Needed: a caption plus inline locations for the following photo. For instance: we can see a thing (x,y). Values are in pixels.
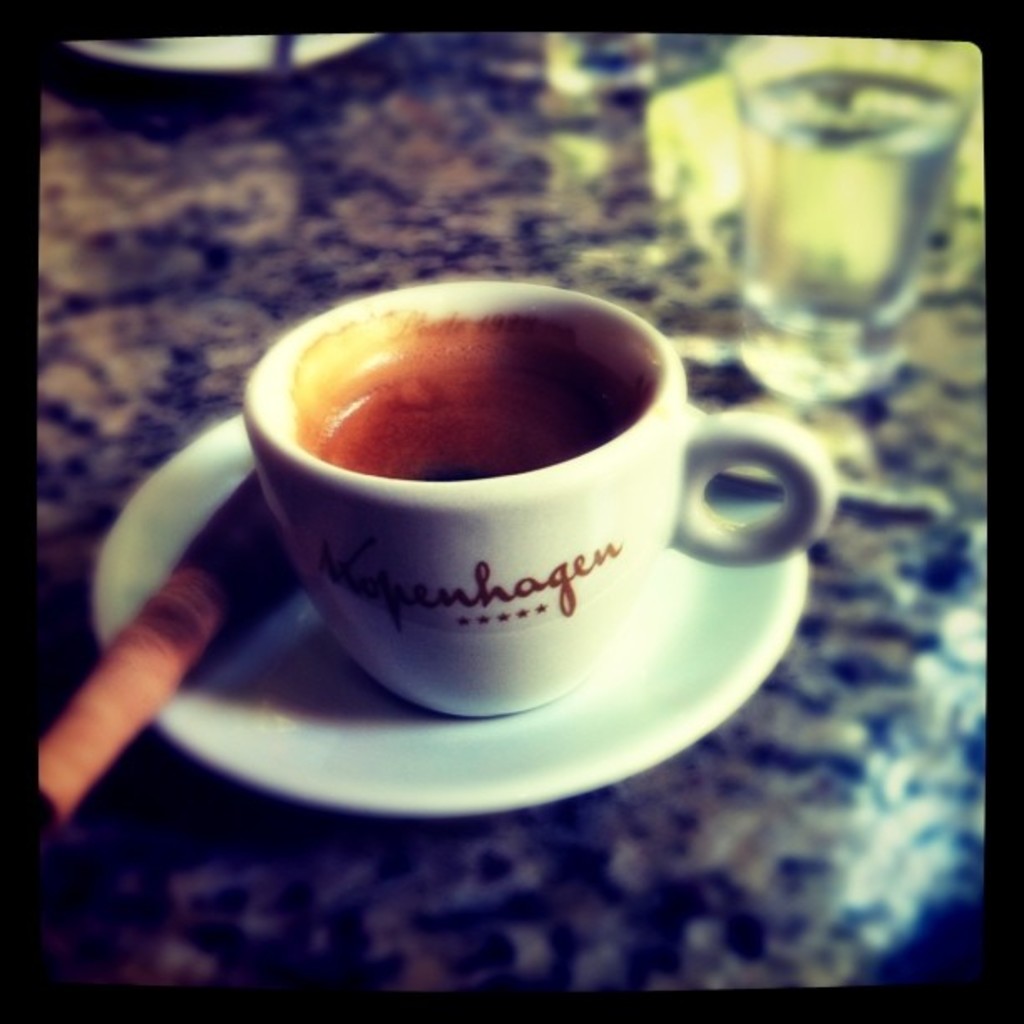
In this image we can see a cup (404,607) and saucer (402,746) and a glass (815,270) with water (815,270) on the surface (622,946).
